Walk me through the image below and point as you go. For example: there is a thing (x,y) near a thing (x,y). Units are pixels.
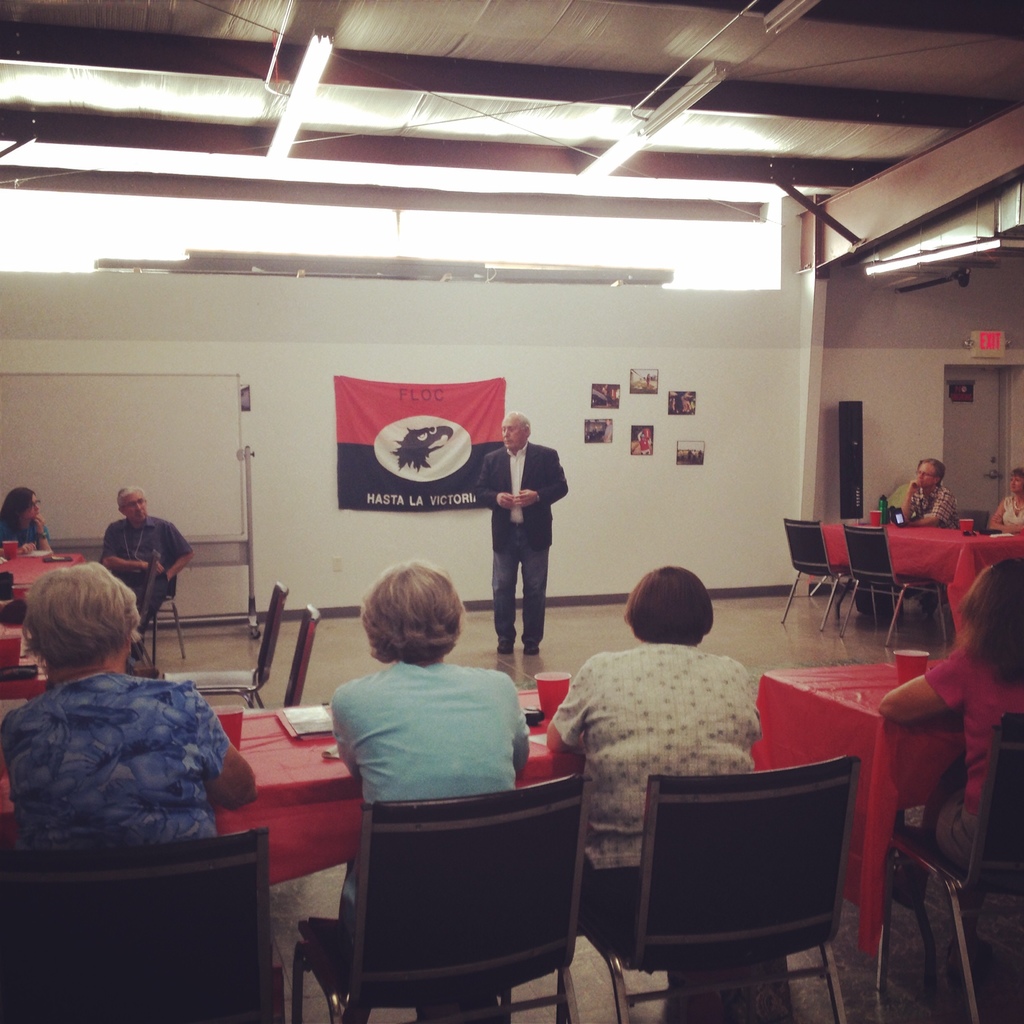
These persons (105,629) are sitting on a chair (1011,742). On this tables (971,570) there are cups (229,734). Far this person (537,605) is standing and wore suit (535,466). On wall (655,430) there are pictures (656,376) and banner (410,413). Backside of this person (135,535) there is a whiteboard (147,508) with stand (254,551). On top there are lights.
